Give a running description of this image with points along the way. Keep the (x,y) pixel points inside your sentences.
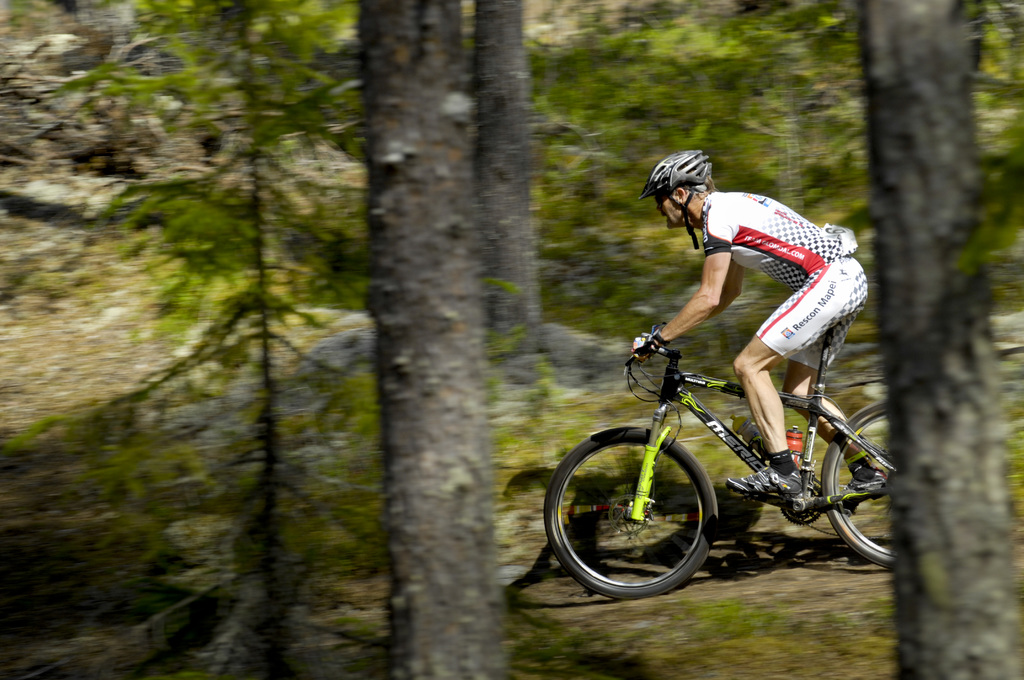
In this picture we can see a man (672,202) wore a helmet (710,166), gloves (649,339), shoes (776,476) and riding a bicycle (697,413) on the ground (515,551) and in the background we can see trees (297,120).
